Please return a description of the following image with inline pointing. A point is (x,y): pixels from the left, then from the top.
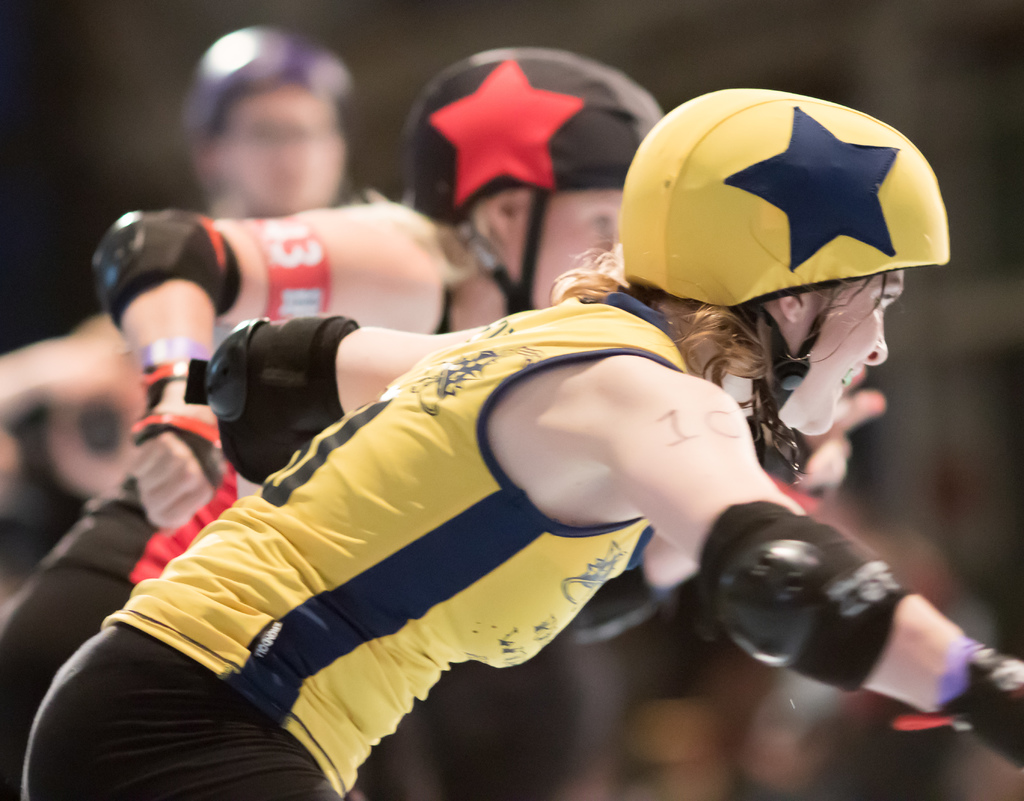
There are people (559,193) wore helmets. In the background (826,49) it is blur.
